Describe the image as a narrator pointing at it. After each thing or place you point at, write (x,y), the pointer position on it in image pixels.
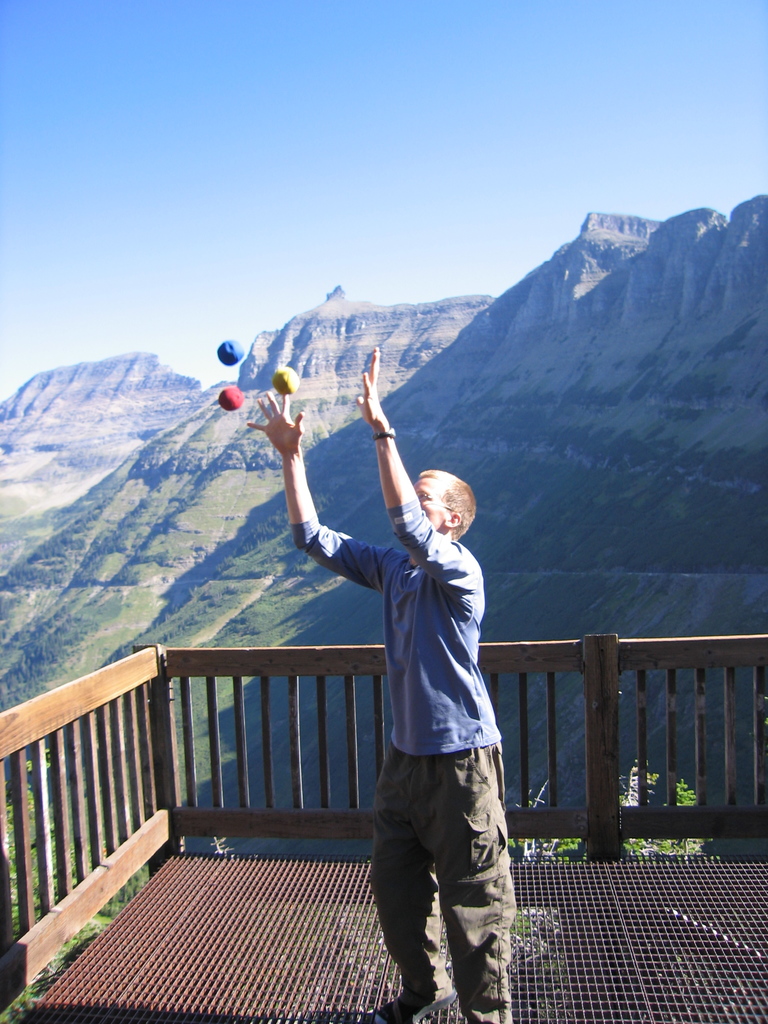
In this image, we can see a person (394,665) standing on the floor (103,949). We can see some colored balls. We can see the fence (648,836). There is a plant (640,849) behind the fence (762,791). There are some hills (182,432). We can see some grass (128,595). We can also see the sky (221,257).
